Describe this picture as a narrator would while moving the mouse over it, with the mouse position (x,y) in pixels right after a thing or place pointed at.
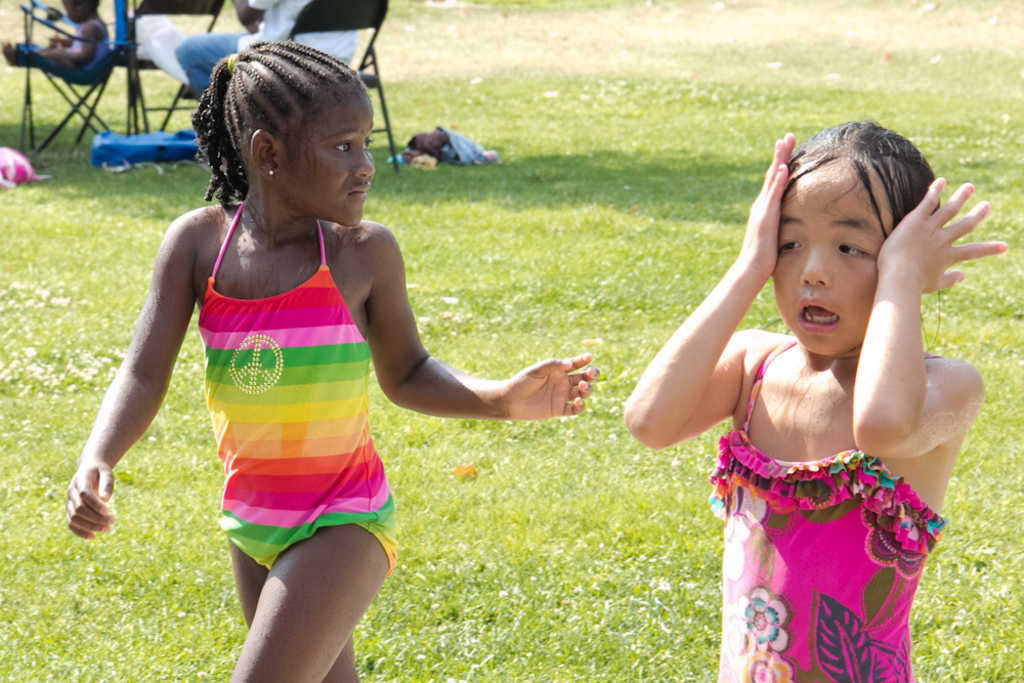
This image consists of two girls (326,633). At the bottom (414,582), there is green grass (543,600). In the background (98,52), we can see two persons (64,49) sitting in the chairs (49,15).
